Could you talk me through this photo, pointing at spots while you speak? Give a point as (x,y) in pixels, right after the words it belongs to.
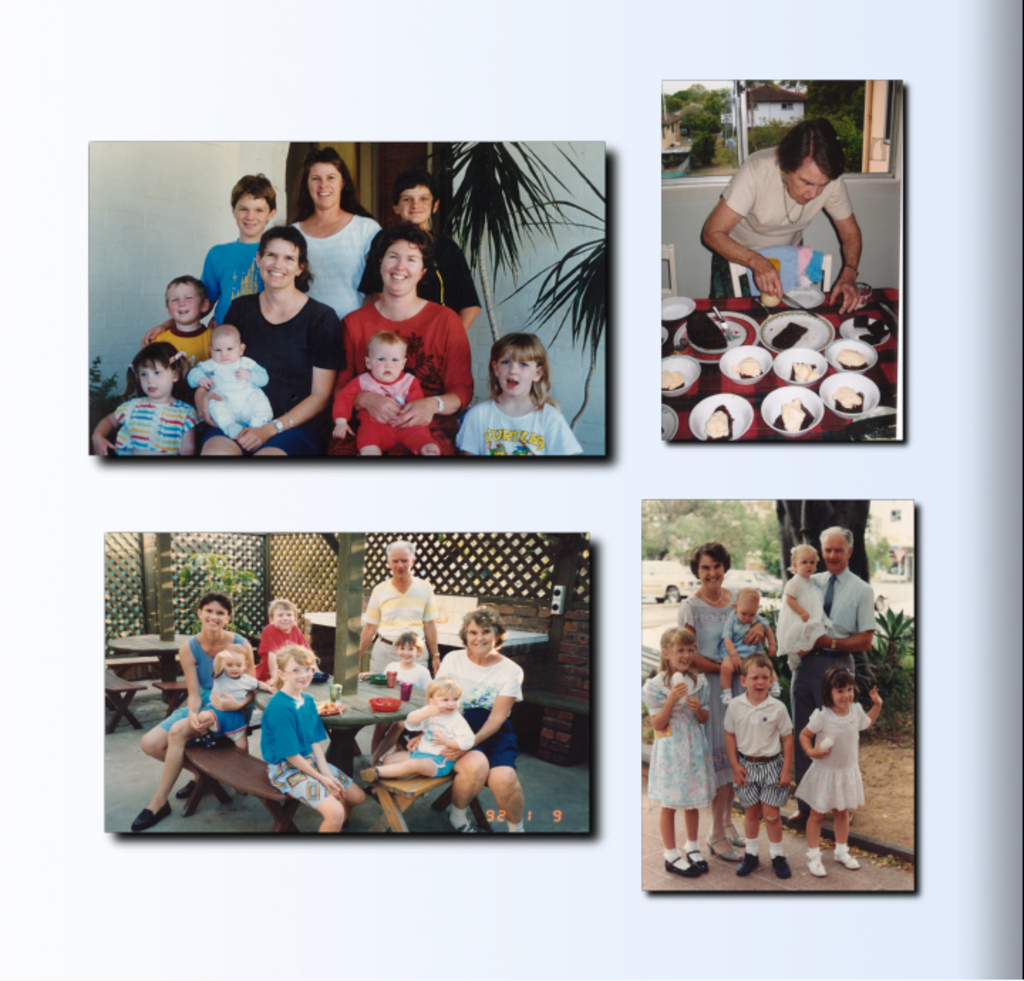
This is an edited image. I can see four photos (211,544) of people (741,774). On the right side of the image (829,667), I can see a group of people (671,650) and a person (740,211) standing. On the left side of the image (218,377), I can see groups of people (296,379) sitting on the benches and smiling. There are trees (671,556), plants (880,663), vehicles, tables (774,431), benches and food items (665,390) in the bowls (812,411).
